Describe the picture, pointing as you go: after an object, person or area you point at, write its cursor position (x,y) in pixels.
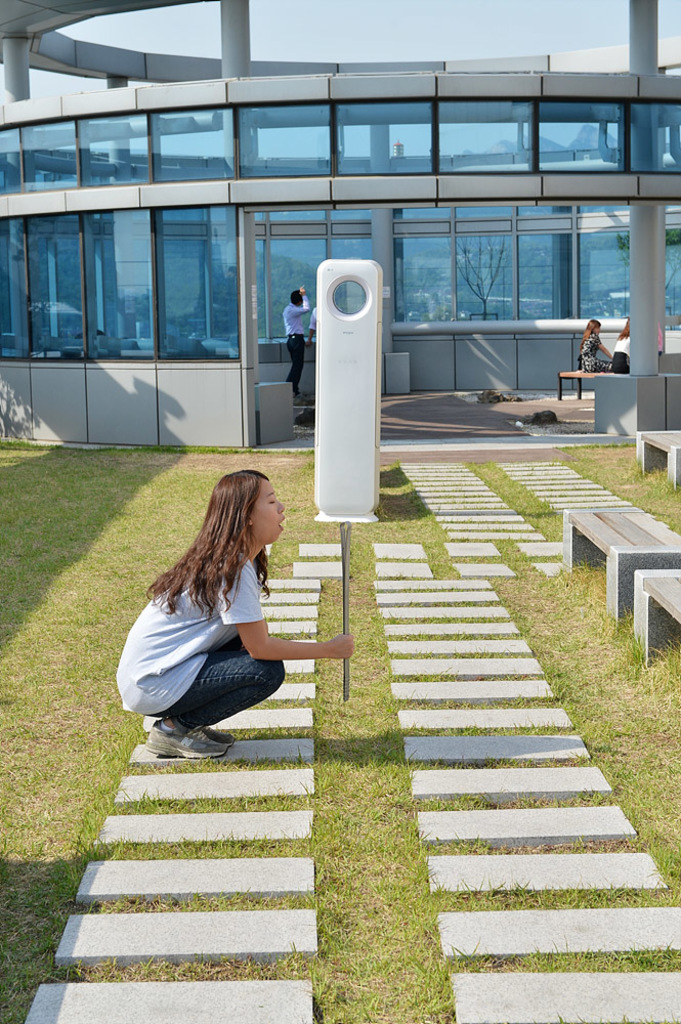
In the picture we can see a woman (162,662) holding something, in the background (63,323) we can see some people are standing and sitting in the office building (189,187).
